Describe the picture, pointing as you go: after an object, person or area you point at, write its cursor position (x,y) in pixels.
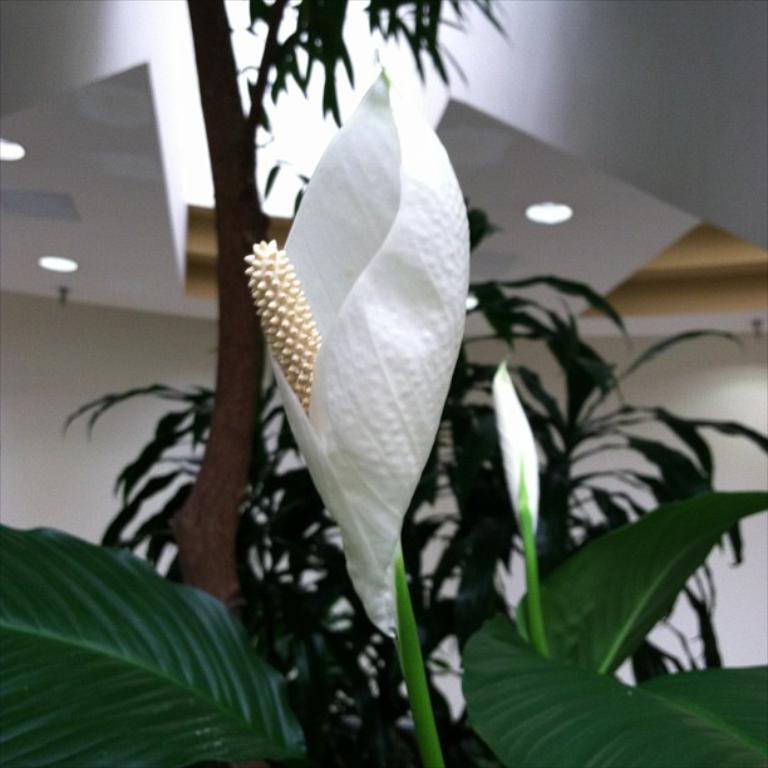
In this image we can see plants (534,386) and a flower (382,535) which in white color.
